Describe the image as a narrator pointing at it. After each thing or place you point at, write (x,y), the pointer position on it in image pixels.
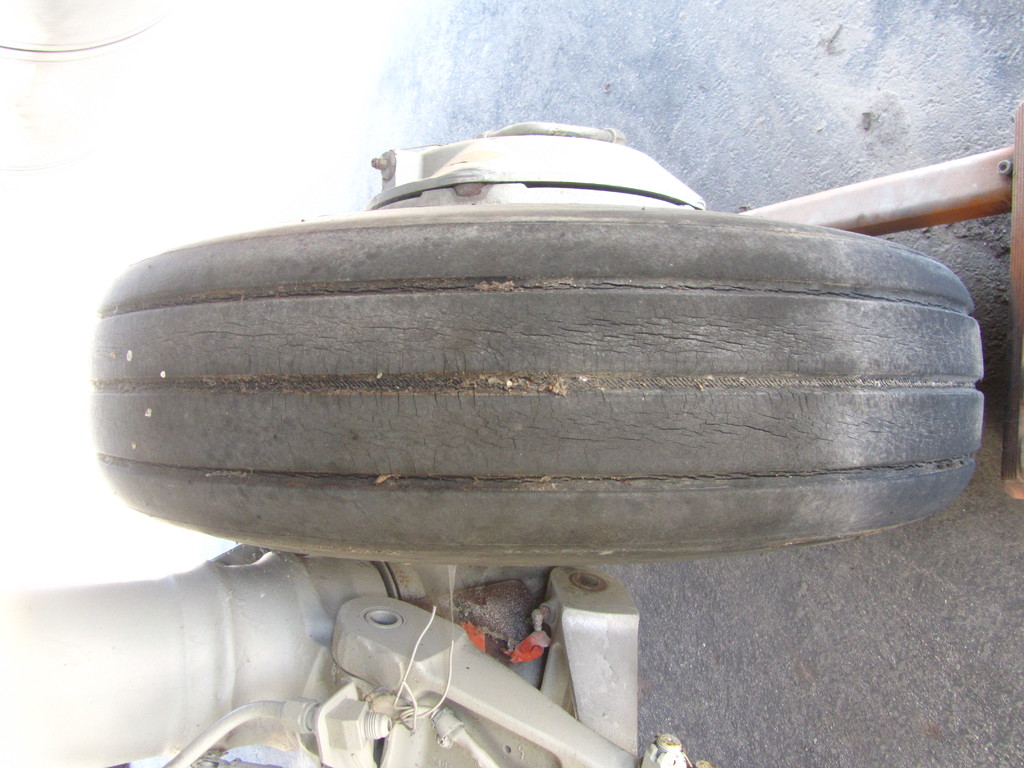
In this picture, it seems to be an aeroplane Tyre (556,342) in the center of the image (555,395).
